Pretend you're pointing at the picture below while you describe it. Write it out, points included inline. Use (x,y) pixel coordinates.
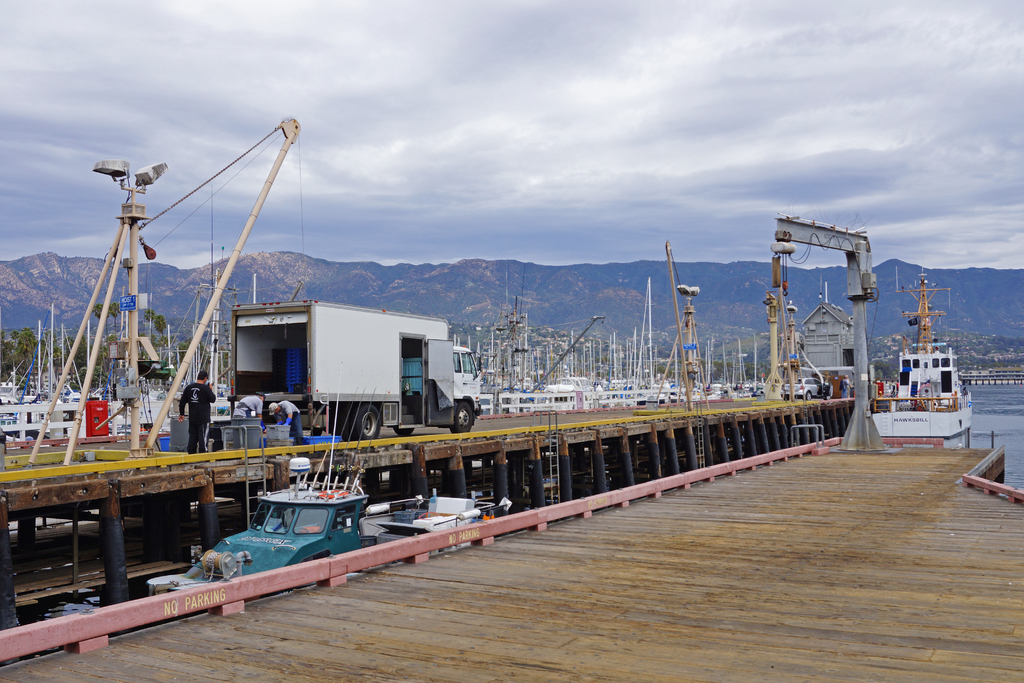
This is looking like a bridge (346,575). Here there is a truck (385,378). Few people (201,415) are here. In the background (69,400) on the water body (985,404) there are many ships (958,415). here there is a boat (323,524). In the back (624,286) there are hills (525,278), trees (964,350). The sky (444,85) is cloudy.
